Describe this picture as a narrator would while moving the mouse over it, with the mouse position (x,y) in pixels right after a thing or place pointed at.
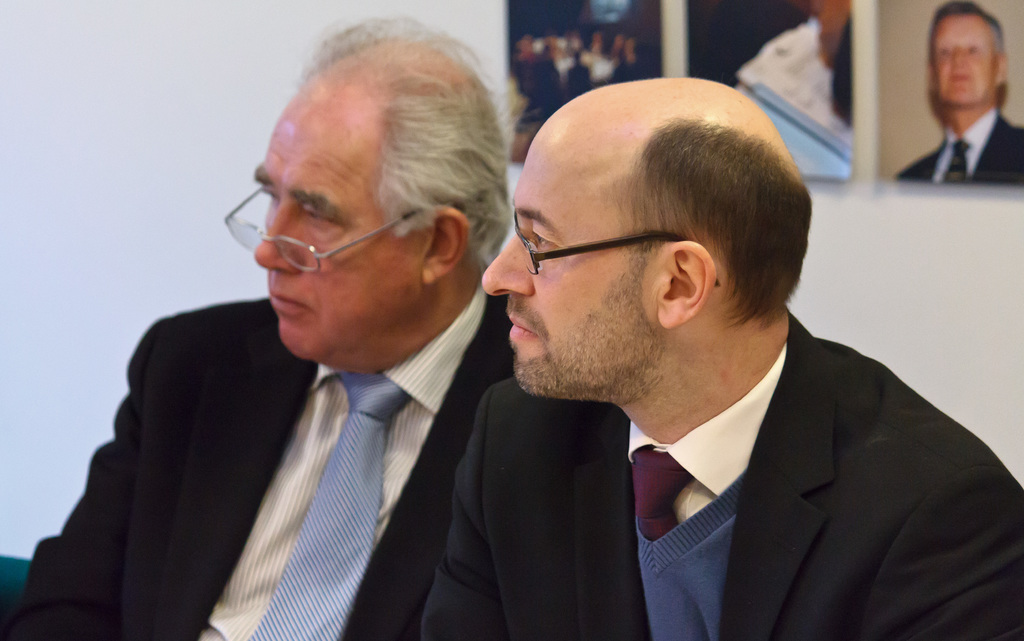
In this image we can see two persons (458,267) wearing glasses (529,272). In the background (559,31) we can see the frames (821,88) attached to the plain wall (853,271).
